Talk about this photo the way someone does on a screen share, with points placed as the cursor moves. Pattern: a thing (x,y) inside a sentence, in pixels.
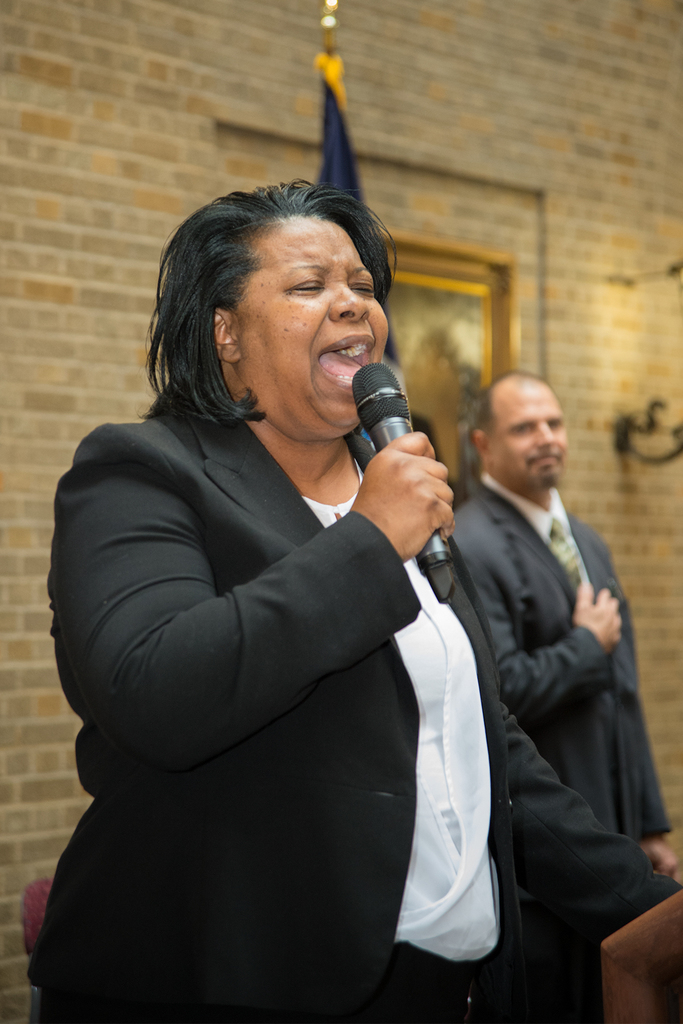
There is a woman (218,524) standing in this picture, holding a mic (400,434) in her hand (373,506) and singing. In the background (517,606) there is a man (548,575) standing and we can observe a wall (191,152) here.
